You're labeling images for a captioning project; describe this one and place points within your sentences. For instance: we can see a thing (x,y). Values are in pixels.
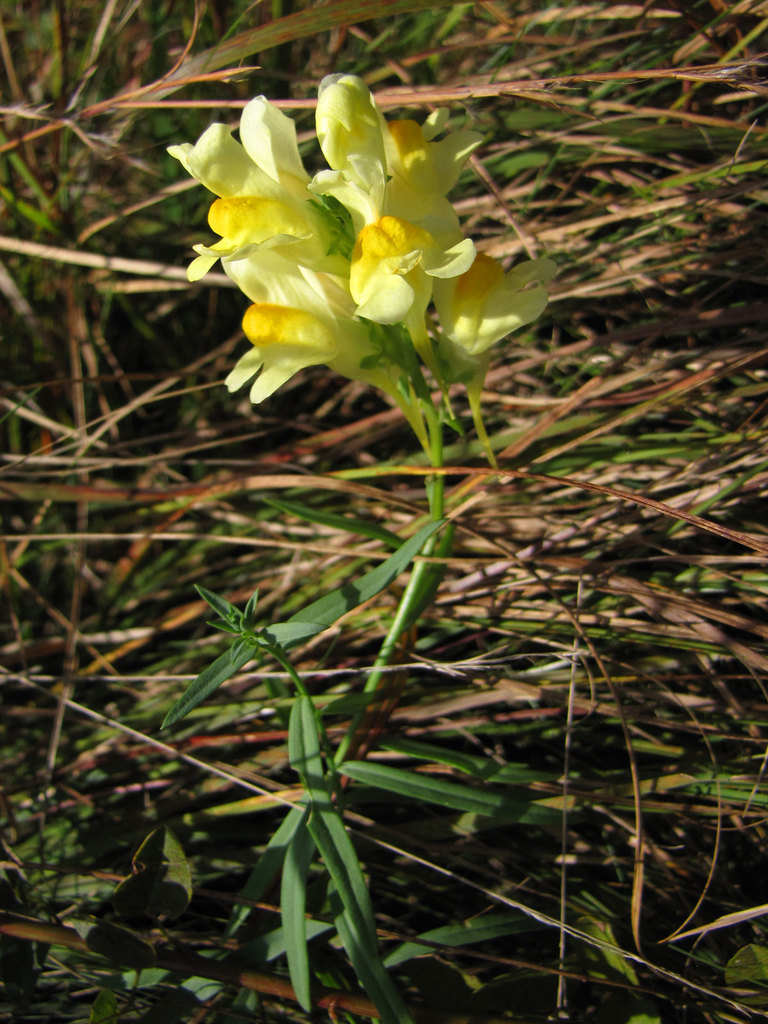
In the center of the image (454,360) we can see a flower (429,353). At the bottom (182,860) there is grass (637,679).
